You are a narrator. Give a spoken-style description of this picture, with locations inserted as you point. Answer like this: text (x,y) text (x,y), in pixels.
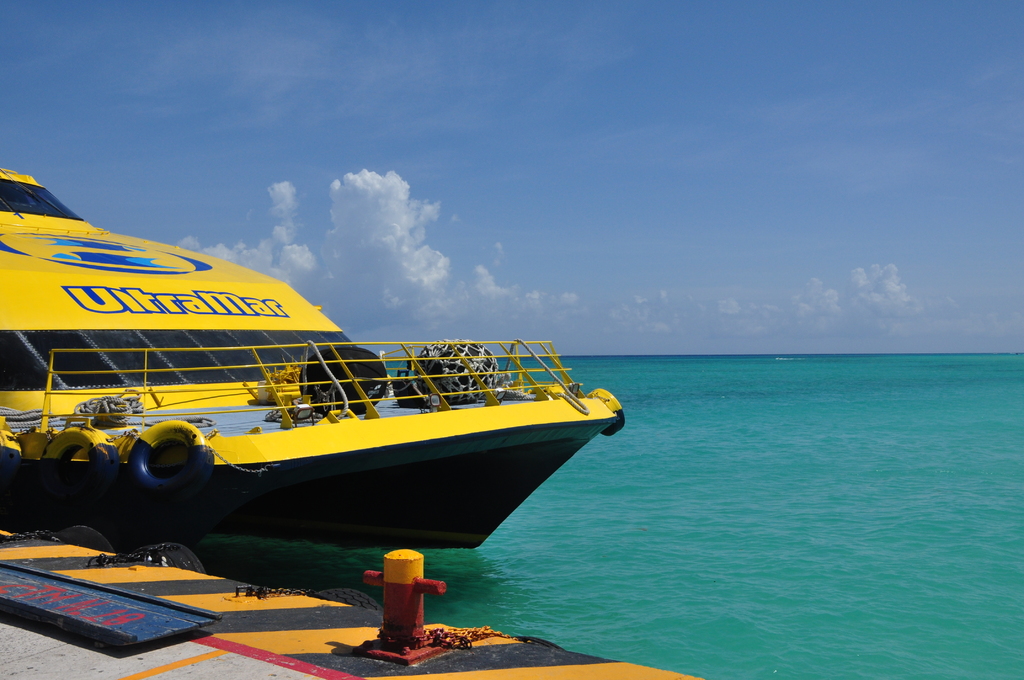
In this image we can see a ship (310,421) at the deck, chains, sea (675,480) and sky (644,259) with clouds (361,204).
